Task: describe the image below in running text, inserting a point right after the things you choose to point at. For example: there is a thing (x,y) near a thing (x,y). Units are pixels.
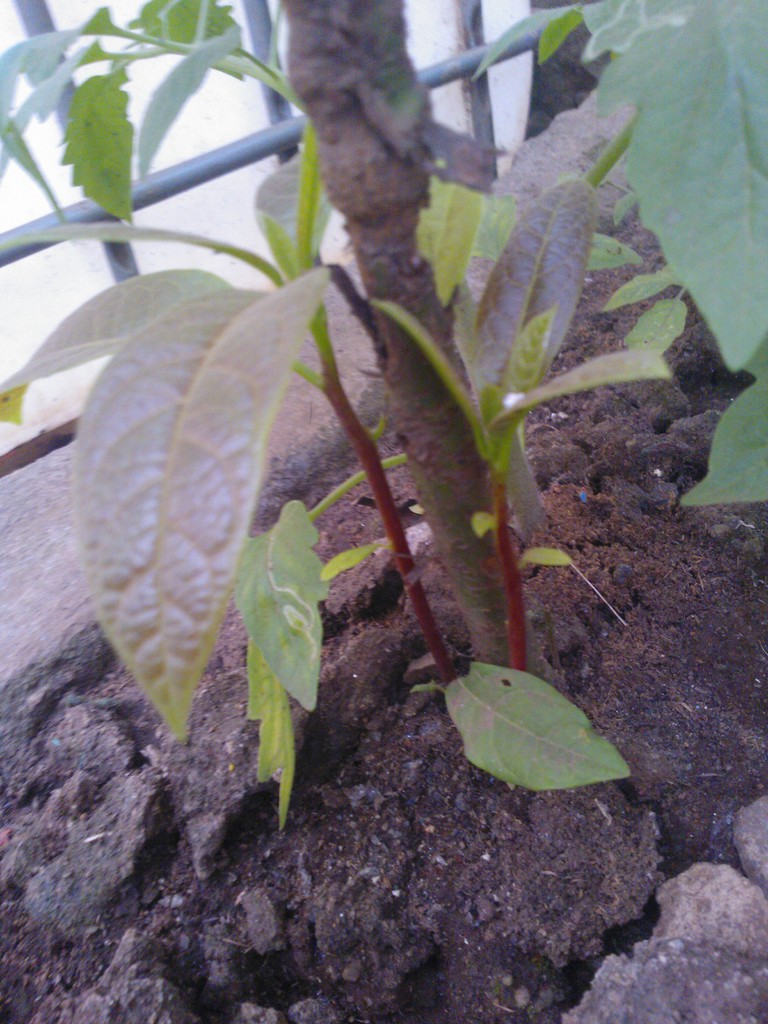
In the image there is a plant (456,515) and there are some rods (158,192) in back of the plant (248,546).
